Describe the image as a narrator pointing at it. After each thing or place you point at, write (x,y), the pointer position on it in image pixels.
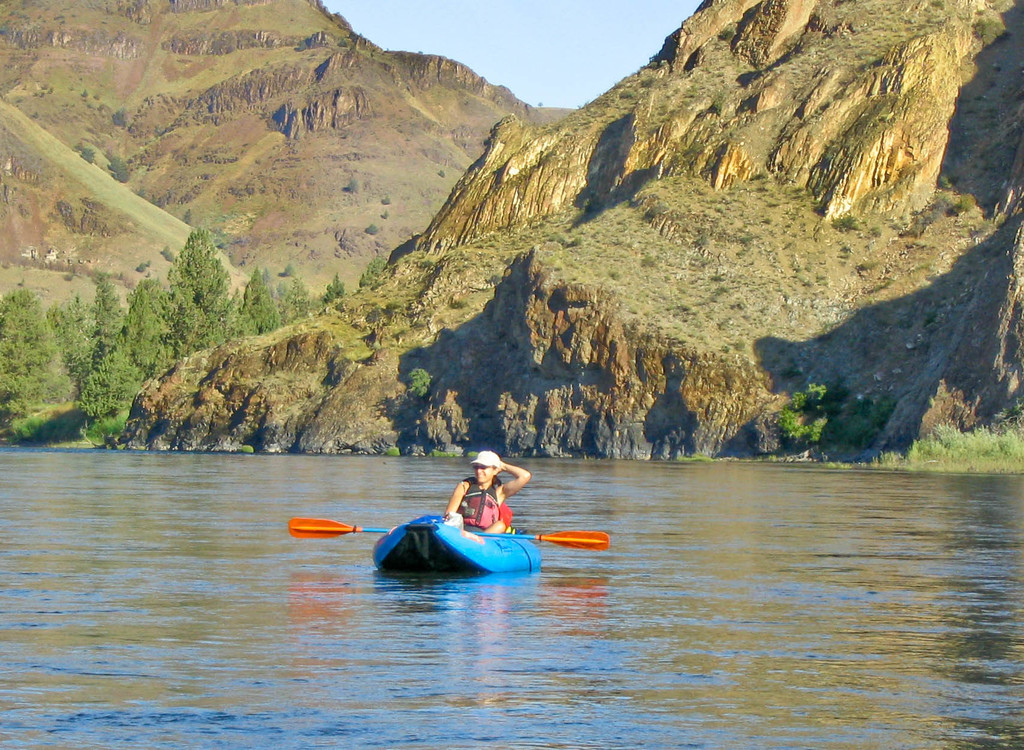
In this image we can see a boat (445,533), a paddle (507,536) and a woman (477,511) on the surface of water (531,576). In the background (609,289), we can see mountains (366,219), trees (96,332) and the sky (492,55).
